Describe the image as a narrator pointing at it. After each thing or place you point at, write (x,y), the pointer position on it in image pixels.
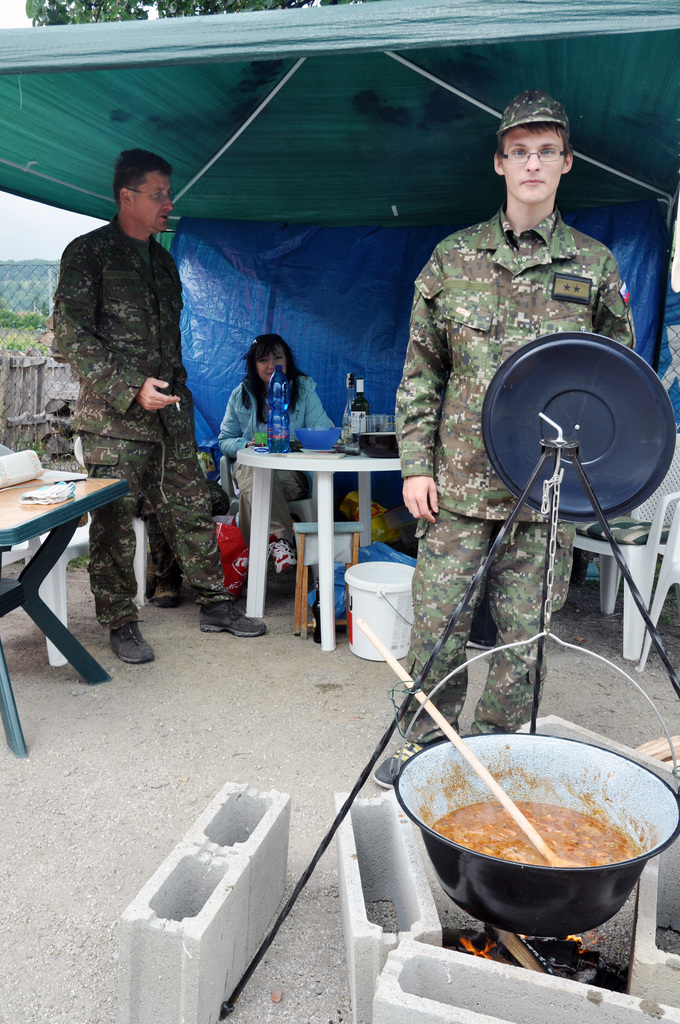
This picture shows two men (433,320) standing and a woman (240,447) seated on the chair (296,517) and we see few bottles (271,444) on the table (250,448) and we see some food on the stove (374,826).
